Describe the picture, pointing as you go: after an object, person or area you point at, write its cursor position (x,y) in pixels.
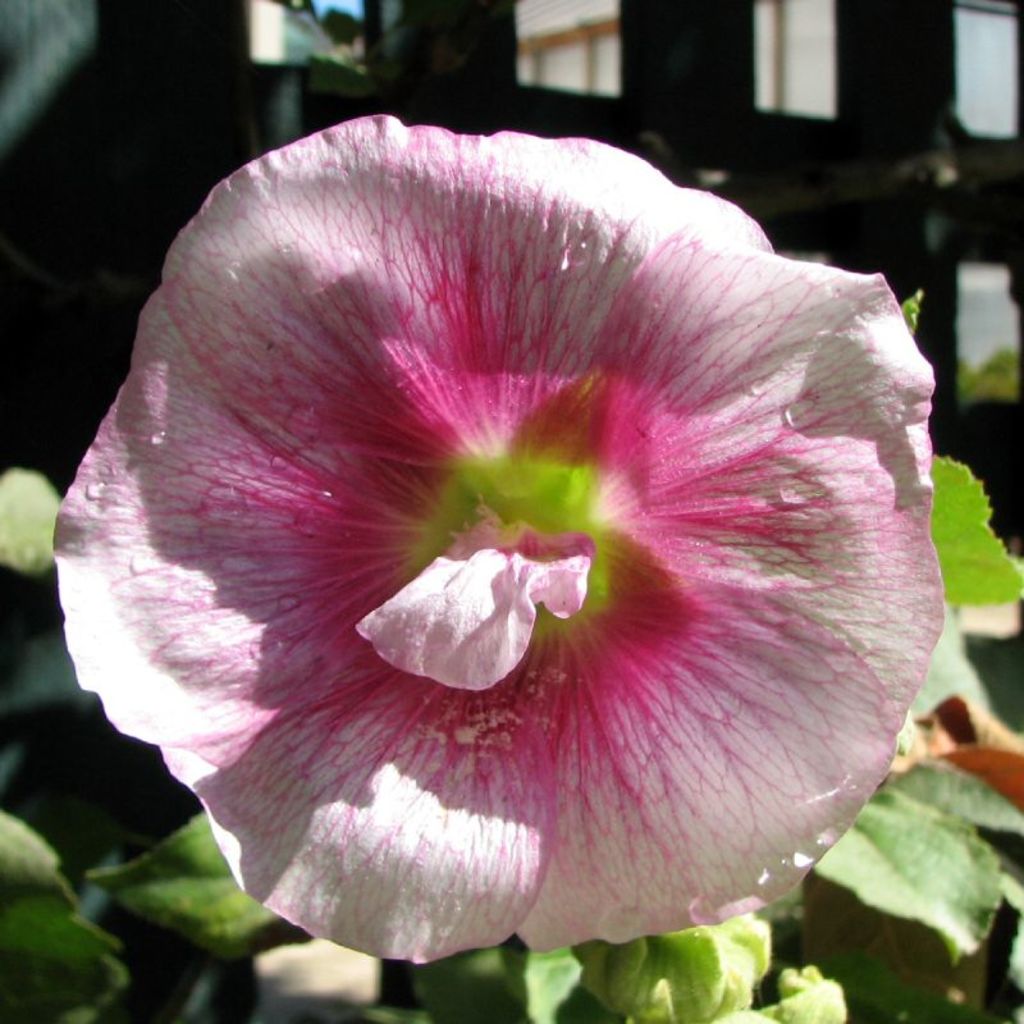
In the center of the image (544,480), we can see a flower (470,476) and in the background (971,774), there are leaves (932,818) and we can see a building (859,138).
